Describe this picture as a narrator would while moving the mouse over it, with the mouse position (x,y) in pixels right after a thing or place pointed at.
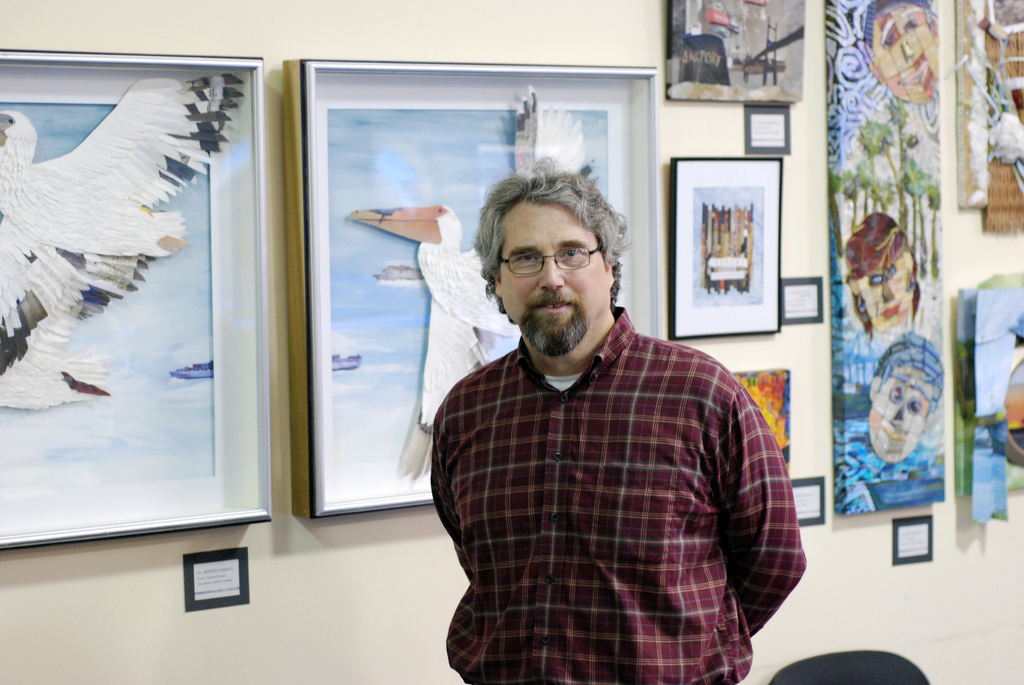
This image is taken indoors. In the background (481,79) there is a wall (416,562) with a few picture frames (742,195) and many paintings (835,221) on it. There are a few labels (221,589) with a text (221,589) on the wall (877,551). In the middle of the image (558,371) a man (525,499) is standing.
